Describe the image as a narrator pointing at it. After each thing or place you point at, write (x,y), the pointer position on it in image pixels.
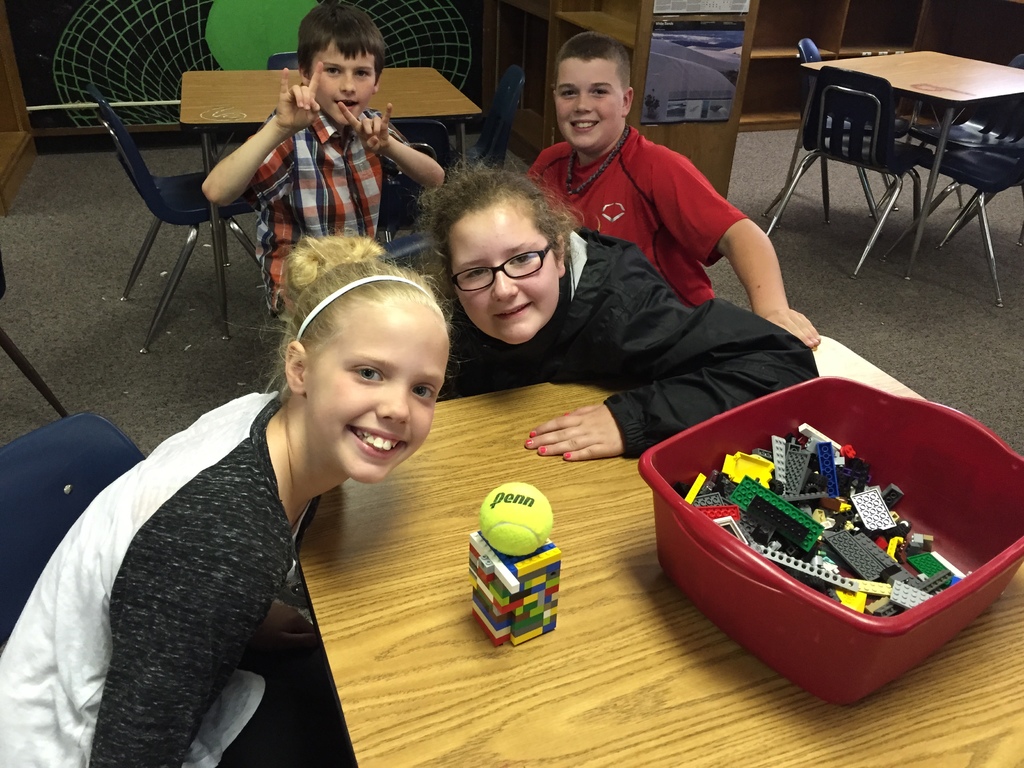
In this picture there are group of children (771,276), they are sitting on the chairs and there is a table (399,482) at the right side of the image (683,479) and there are some toys (785,497) on the table (574,539) it seems to be they are sitting in a classroom (807,515).
